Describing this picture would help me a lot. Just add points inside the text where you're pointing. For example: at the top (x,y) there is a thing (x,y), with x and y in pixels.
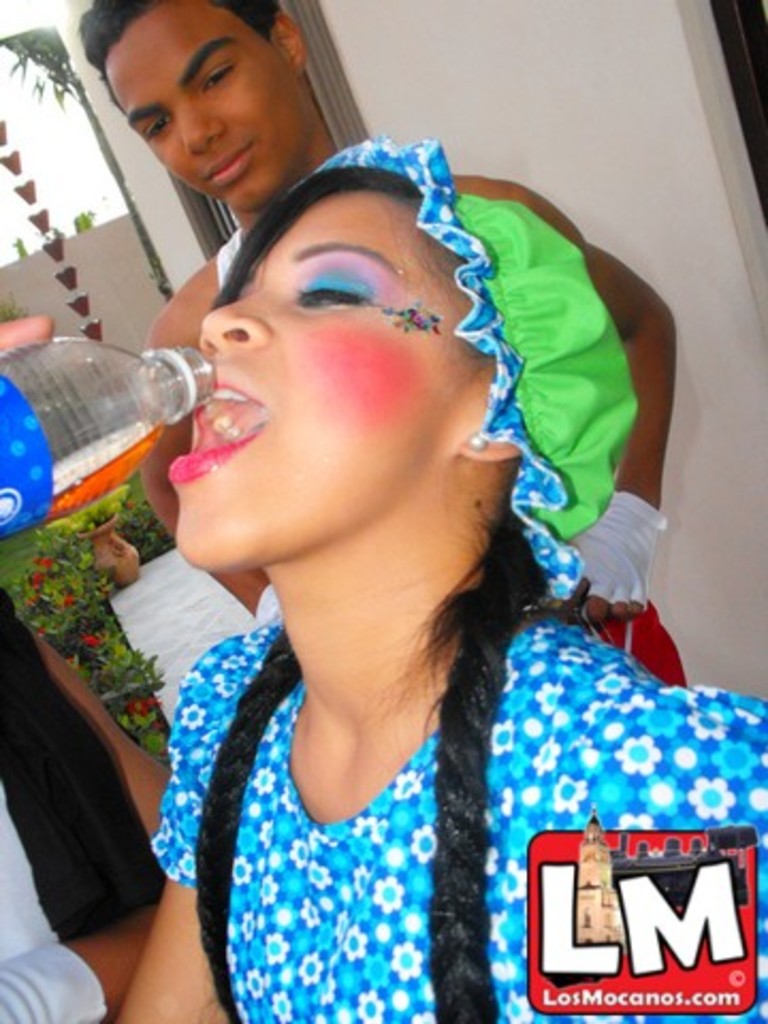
This woman (462,436) is standing and drinking a drink (46,361), as we can see her mouth (196,470) is open. This man (228,141) is standing and looking towards this woman (286,479). Far there are plants (58,557) with flowers (42,564). Beside this plant (139,501) there is a pot (111,522).
